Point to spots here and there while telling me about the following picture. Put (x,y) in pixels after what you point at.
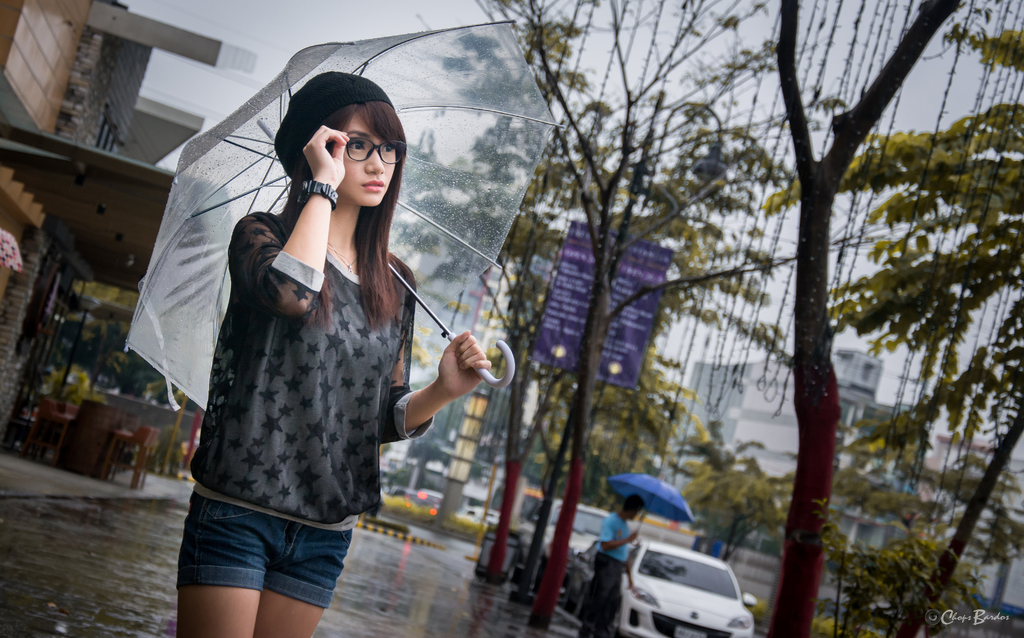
This woman (371,255) is holding an umbrella (439,236) and looking at the right side of the image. Background (645,407) there are buildings (85,211), trees (504,273), banner (548,345) and vehicles (663,594) on the road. Far this man (624,561) is also holding an umbrella (640,519).
